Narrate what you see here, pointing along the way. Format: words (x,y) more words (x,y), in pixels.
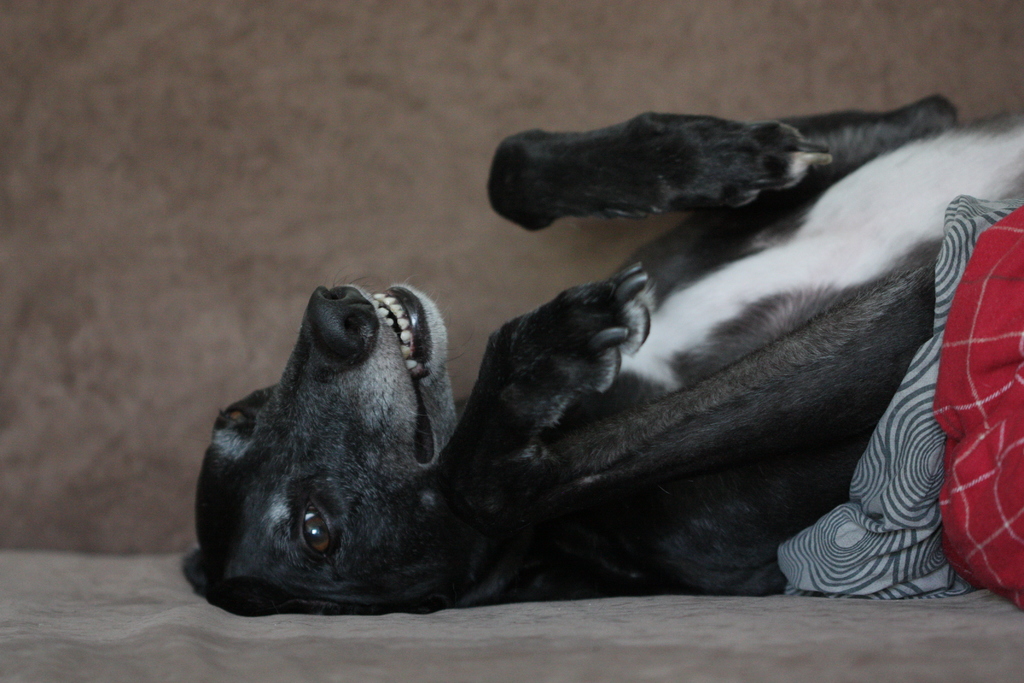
In this image there is a dog (637,471) and on the right side (927,450) there are clothes (953,476).
